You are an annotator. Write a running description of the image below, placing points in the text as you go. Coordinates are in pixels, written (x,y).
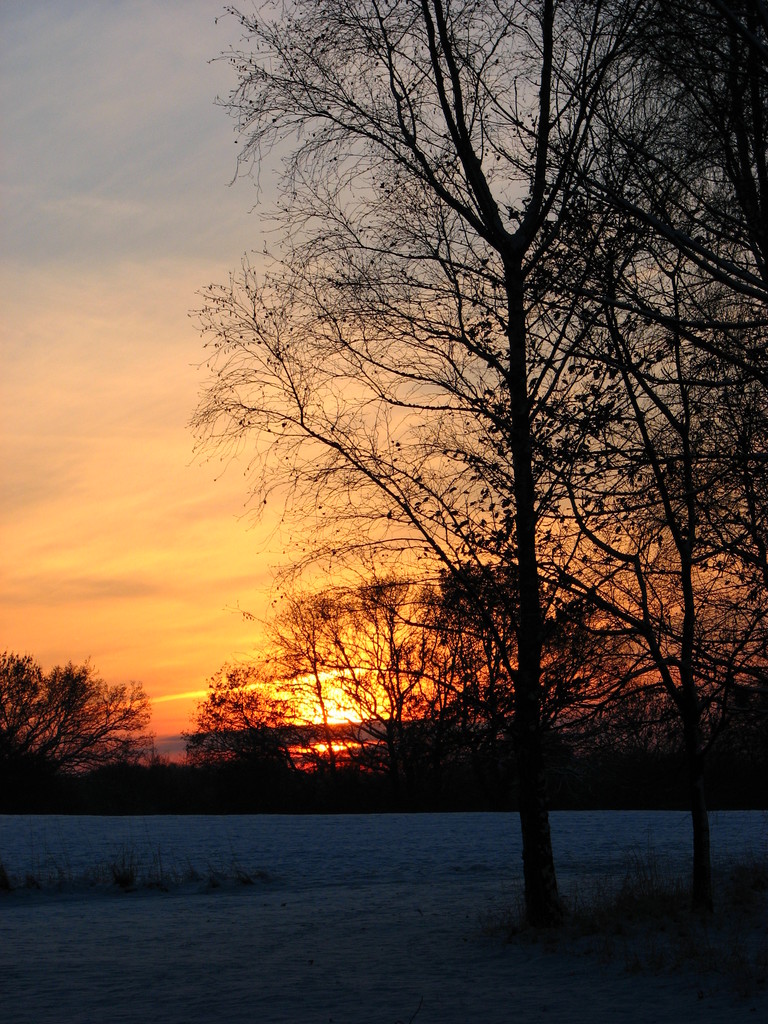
In this image we can see there are some trees (503,613). In the background (186,582) there is a sky (170,360).
